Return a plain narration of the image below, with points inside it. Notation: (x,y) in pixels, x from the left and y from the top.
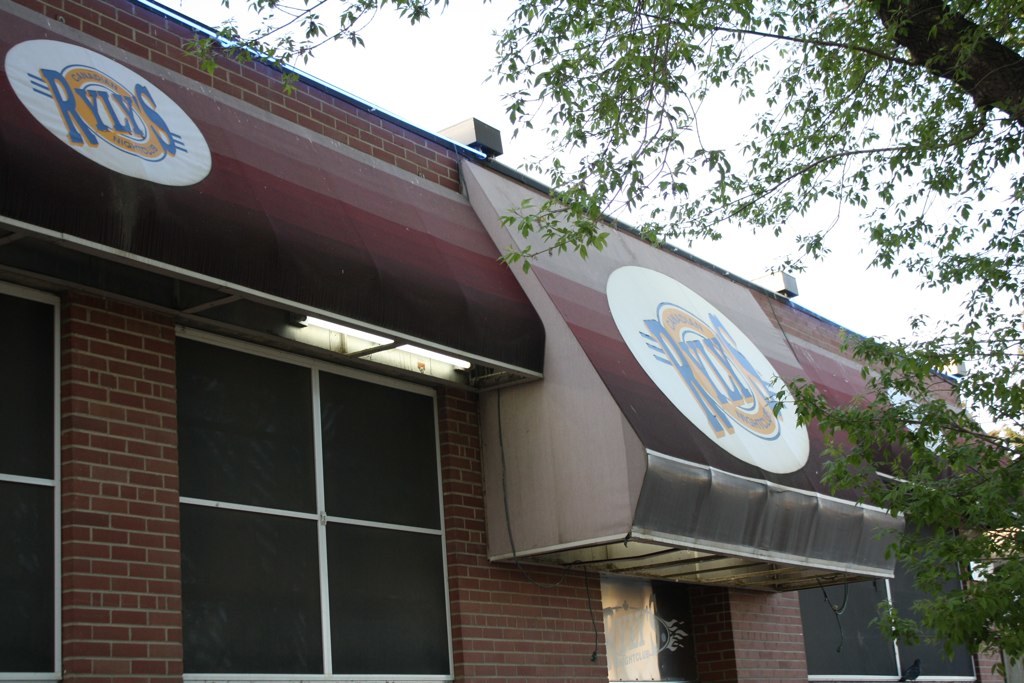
In this image I can see a tree (928,422) which is green and black in color and a building (285,445) which is made up of bricks (119,483) is brown in color. I can see few windows (50,479) of the building (400,366) and few boards (632,375) which are brown, yellow, white and blue in color. In the background (444,20) I can see the sky (894,233).
